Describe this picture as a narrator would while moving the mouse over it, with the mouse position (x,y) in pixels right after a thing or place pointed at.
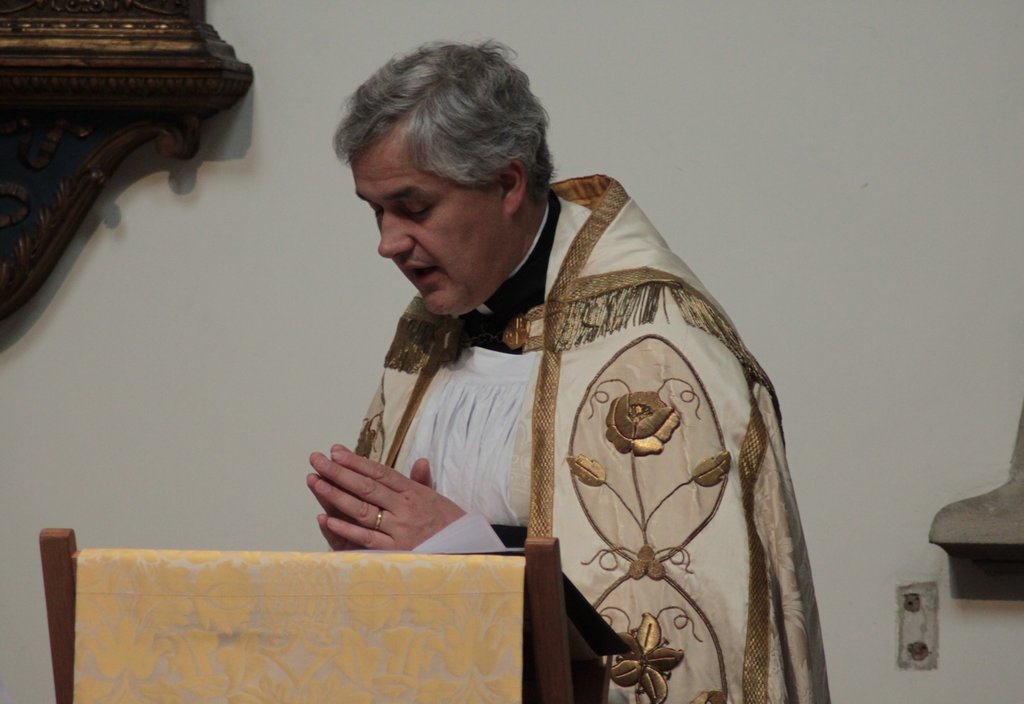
In the picture we can see a church father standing on the floor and praying in front of him we can see a part of reading stand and beside him we can see a wall (894,443) with some wooden plank design (47,229) on it.
